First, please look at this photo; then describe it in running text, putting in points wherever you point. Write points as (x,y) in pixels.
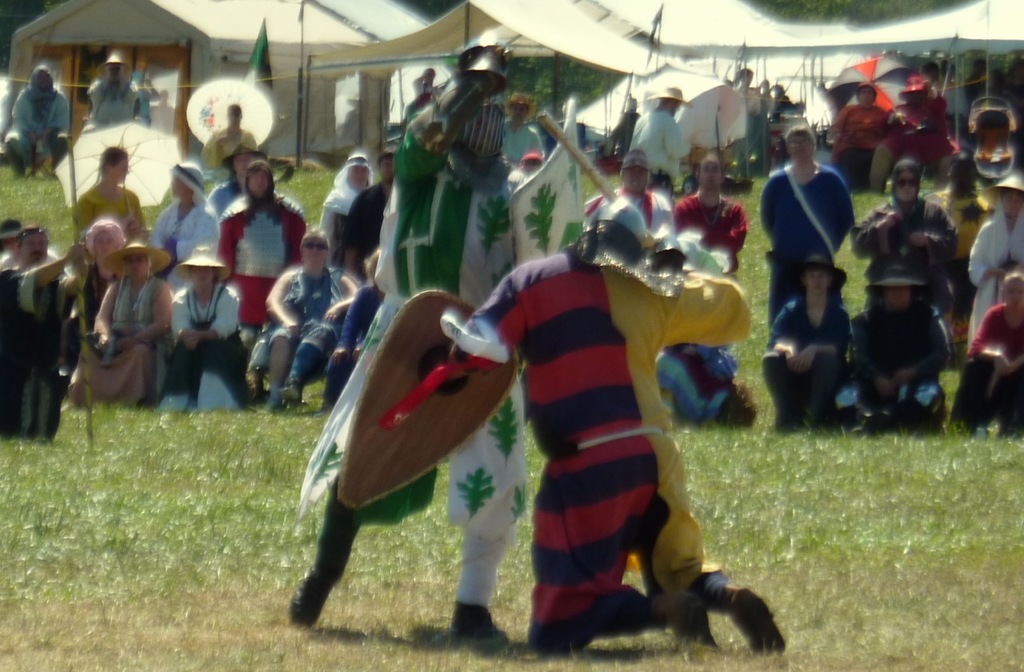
In this image, we can see a group of people (640,132) wearing clothes (33,367). There are two persons (535,311) in the middle of the image (524,297) wearing shields (430,357) and fighting with each other. There are tents (517,42) at the top of the image (204,25). There is a person (105,212) on the left side of the image (104,213) holding an umbrella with her hand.
